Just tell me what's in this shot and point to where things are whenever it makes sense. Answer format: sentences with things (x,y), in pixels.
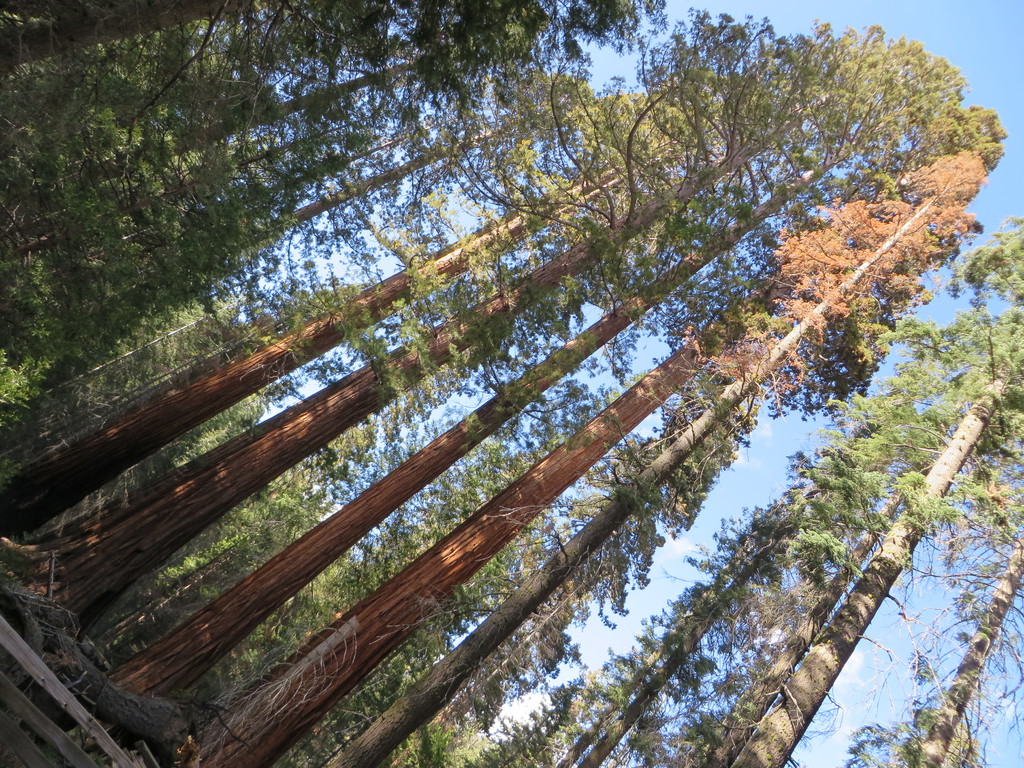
In this image we can see logs (81,664) and twigs (52,630) on the ground (44,640), trees (373,298) and sky (773,179) with clouds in the background (859,80).
